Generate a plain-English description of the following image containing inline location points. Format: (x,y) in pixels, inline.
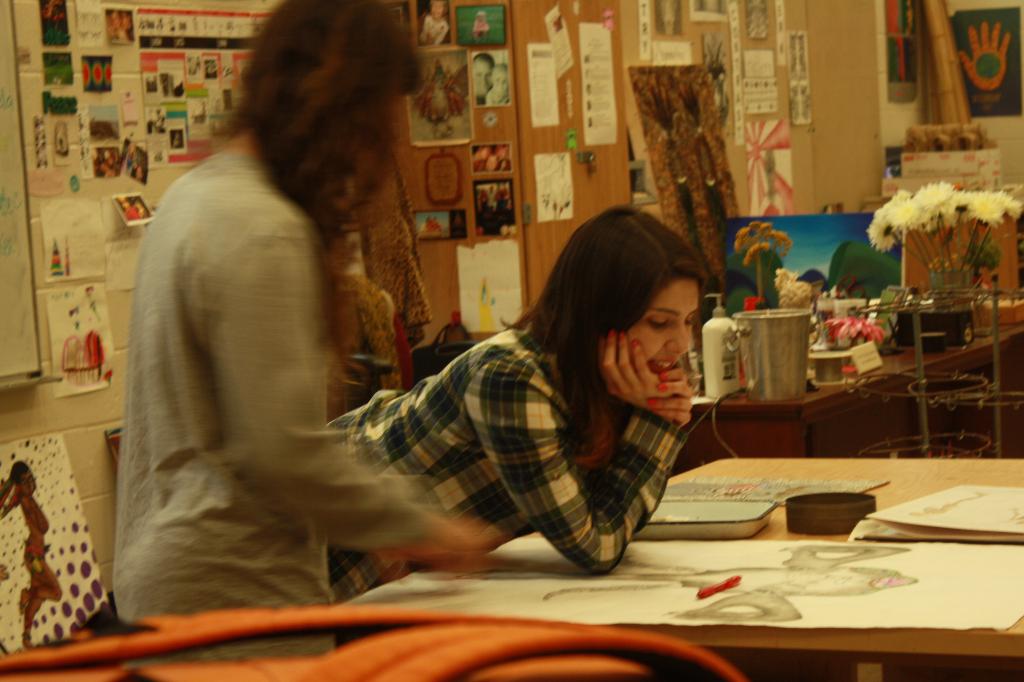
in the picture there are two woman (639,430) standing one woman (677,448) is laying on the table (782,523) with a charts (853,546) in front of her, here we can see different items (928,191) on the table (909,473) in the room (106,277).
